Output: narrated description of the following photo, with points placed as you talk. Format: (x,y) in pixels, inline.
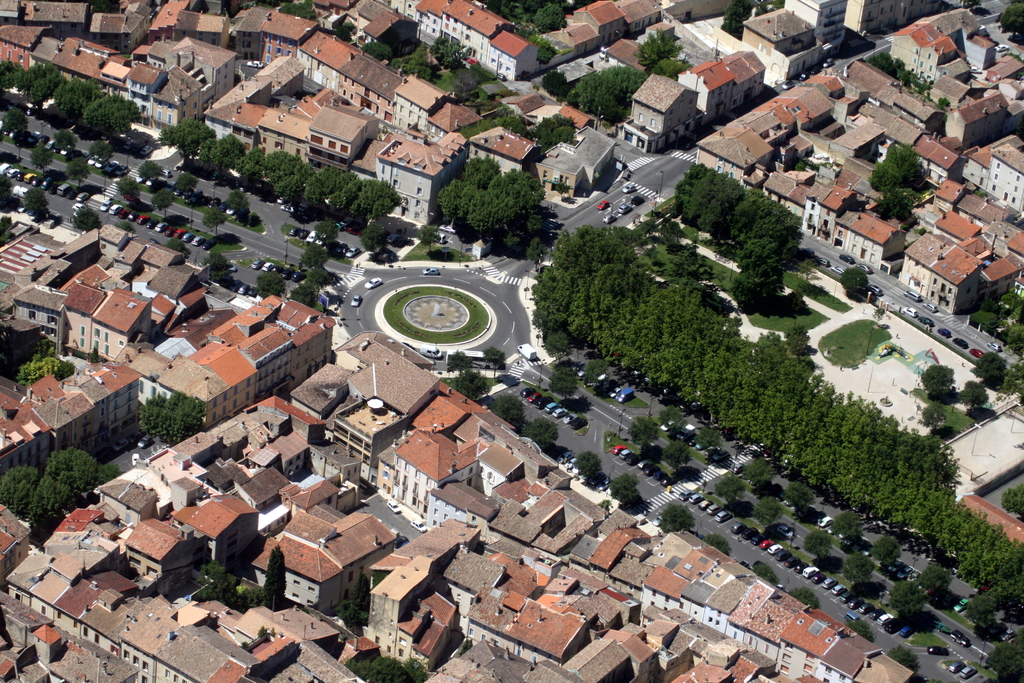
This is an aerial view. In this picture we can see the buildings (504,510), roofs (576,498), road (569,445), trees (539,435), vehicles (533,400).
